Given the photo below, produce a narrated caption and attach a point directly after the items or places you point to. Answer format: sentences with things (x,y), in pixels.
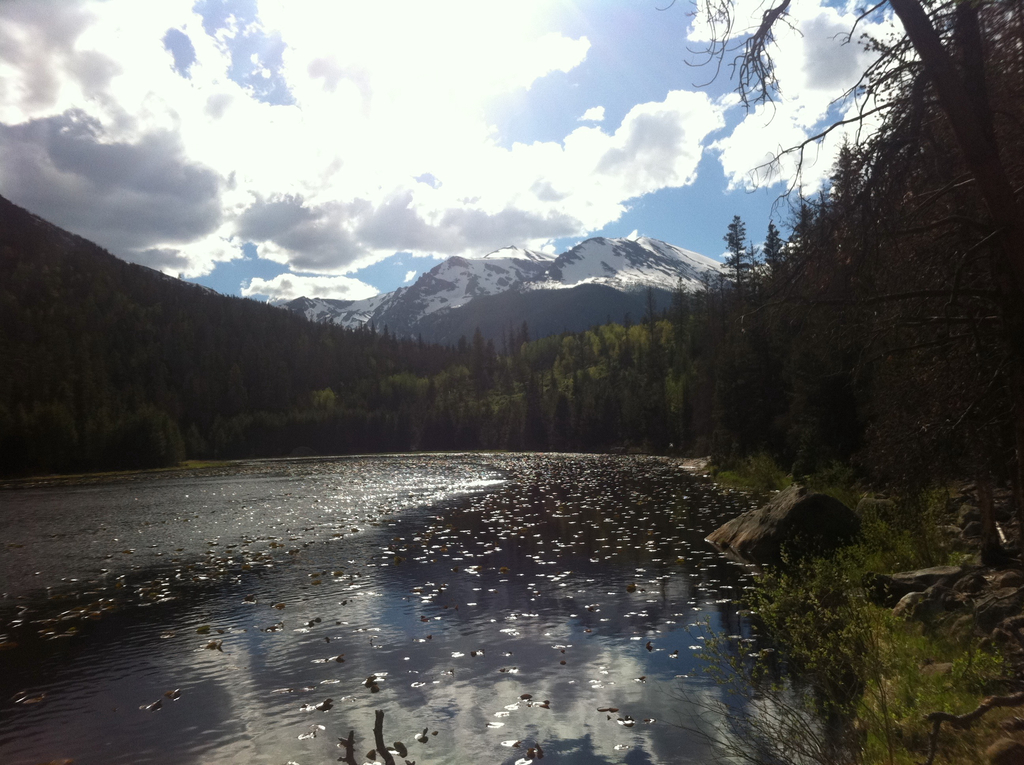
In the picture we can see water (157,731) with some dried leaves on it and around it we can see the grass surface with trees (564,433) and in the background (453,339), we can see mountains (493,293) with snow (505,267) and behind it we can see the sky (485,242) with clouds (567,219).
